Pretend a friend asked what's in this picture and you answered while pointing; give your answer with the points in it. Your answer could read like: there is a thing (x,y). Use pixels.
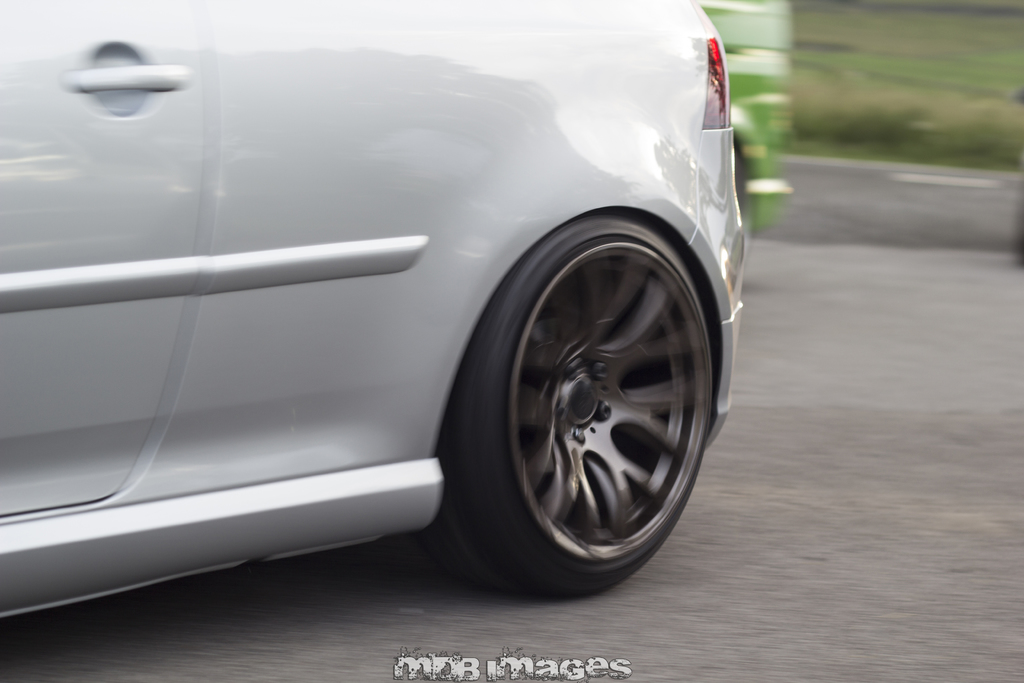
In this picture there are vehicles (775,161) on the road (1005,499). At the back (1009,113) there is grass (916,69). At the bottom (599,659) there is a text (553,660).
